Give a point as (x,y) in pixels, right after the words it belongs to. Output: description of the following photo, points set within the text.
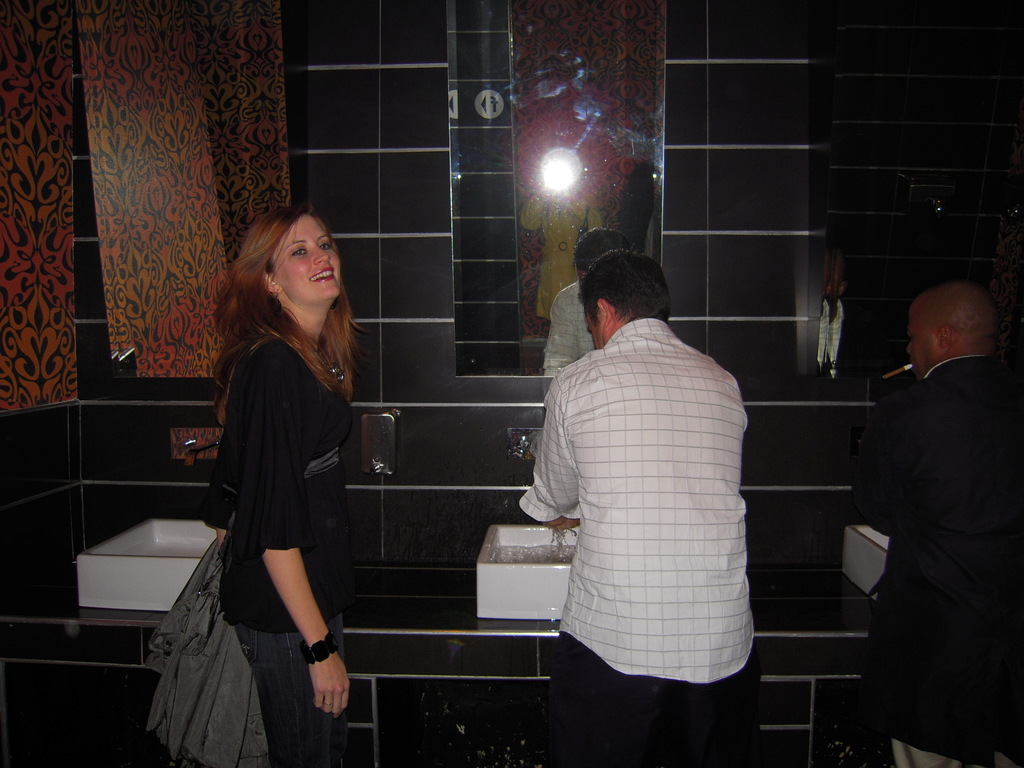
Here we can see two men (698,431) and a woman (306,299). There are wash basins (180,523) on a platform (757,642). In the background (423,281) we can see wall (423,315) and mirrors (499,202).
